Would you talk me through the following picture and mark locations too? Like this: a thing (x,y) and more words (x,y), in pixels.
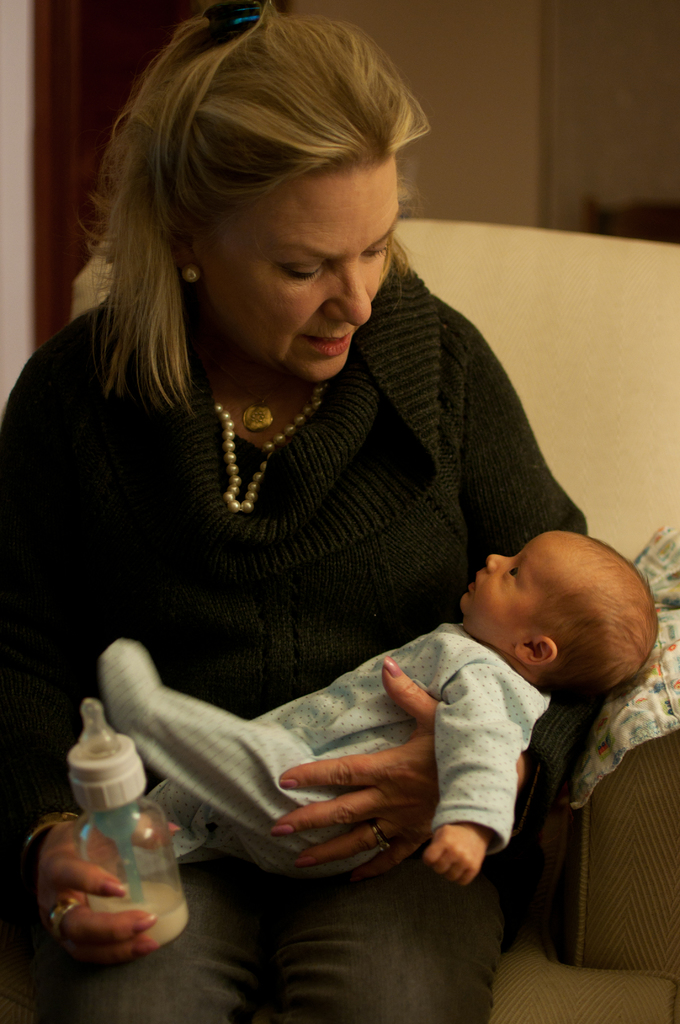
In this image there is a lady (202,351) holding a baby (310,744) and a bottle (174,896) and sitting on the couch (545,1010).
